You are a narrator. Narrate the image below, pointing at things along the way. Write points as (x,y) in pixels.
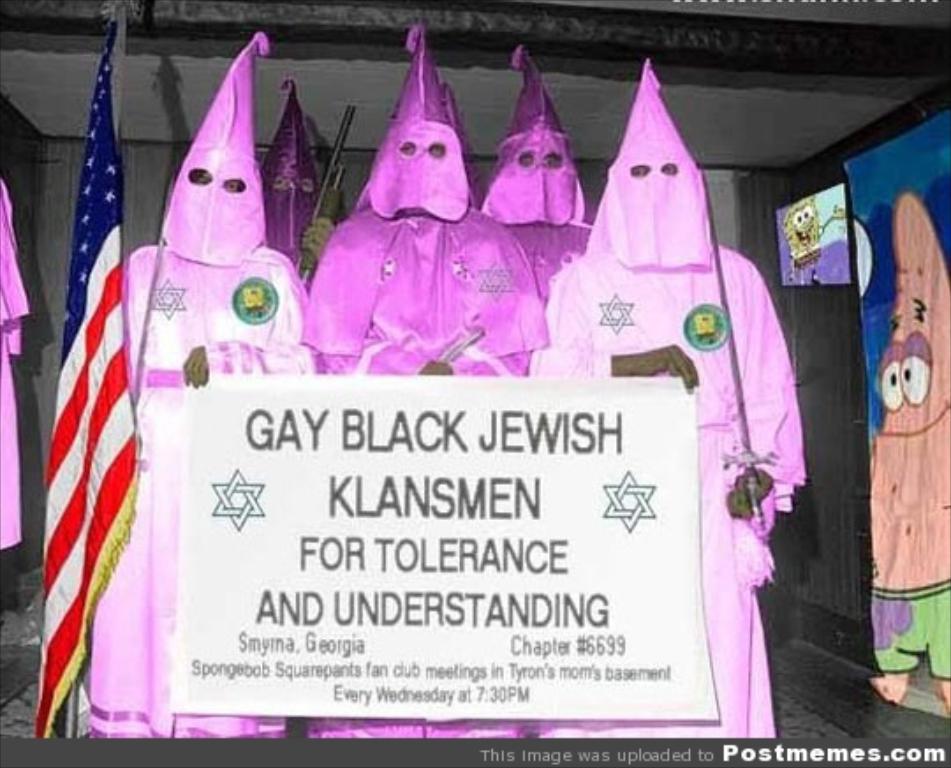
We can see a board (520,545) and flag (108,522), behind this board (405,503) there are people (428,257) standing and wore costumes (428,268). In the background (767,184) we can see screen (780,215), wall (762,248) and banner (868,433). At the bottom of the image (615,750) we can see text (588,757).
